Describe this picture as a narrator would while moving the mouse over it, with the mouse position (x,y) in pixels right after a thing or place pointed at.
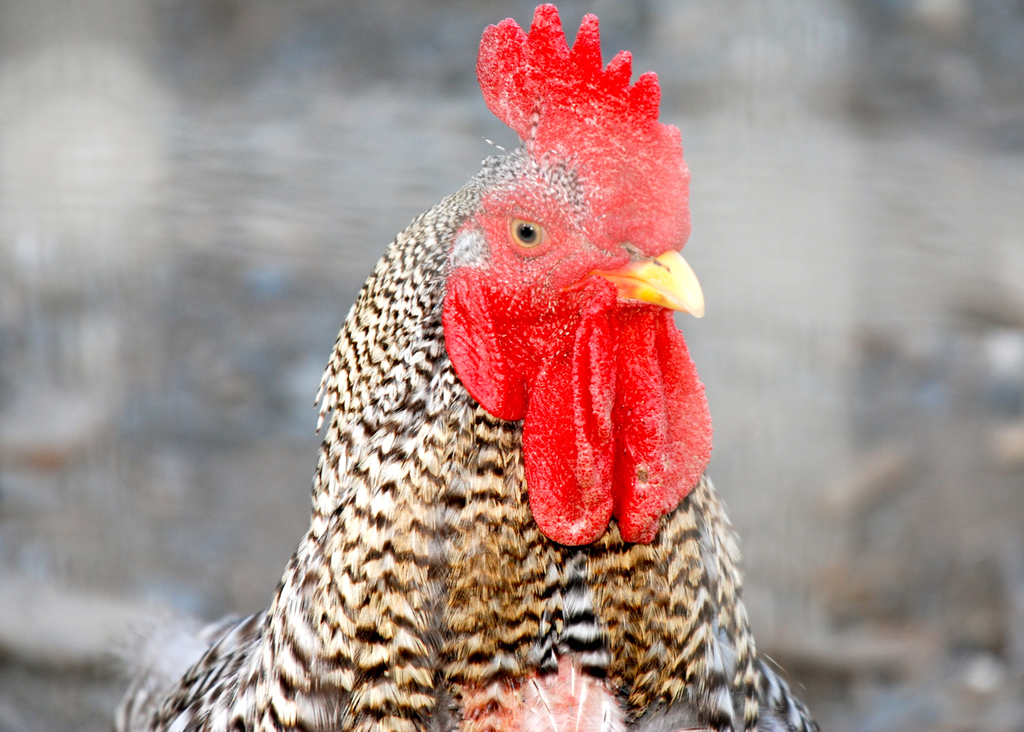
In this image I can see a cock (582,487), its feathers (569,567) are in black and white color.
